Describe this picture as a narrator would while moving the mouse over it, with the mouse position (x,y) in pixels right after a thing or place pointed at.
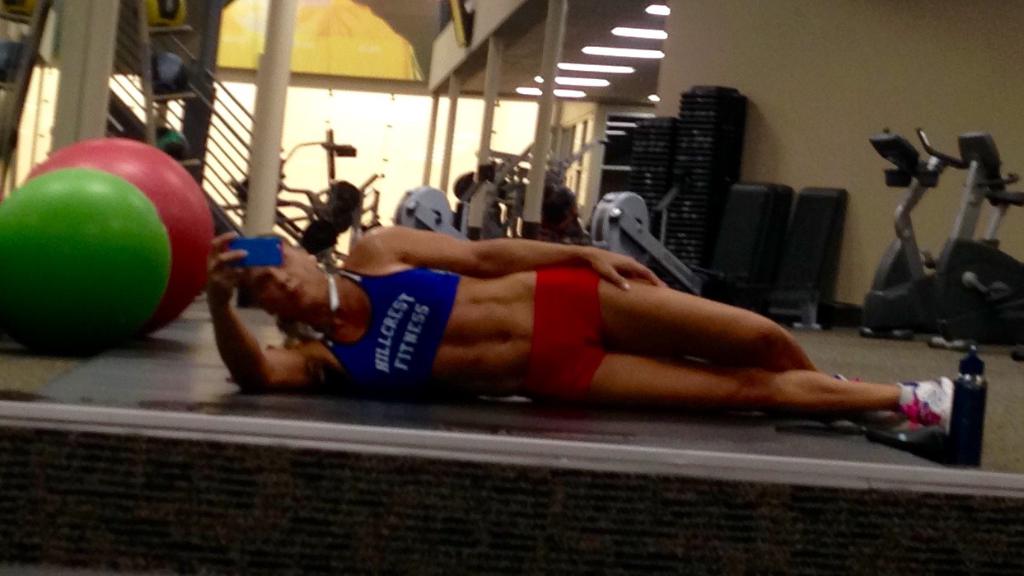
In this picture there is a person (493,377) laying on the floor (488,404) and holding a mobile (276,265). We can see balls (82,265), gym equipment (707,198), railing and pillars (267,92). In the background of the image (387,95) we can see lights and wall (407,42).
